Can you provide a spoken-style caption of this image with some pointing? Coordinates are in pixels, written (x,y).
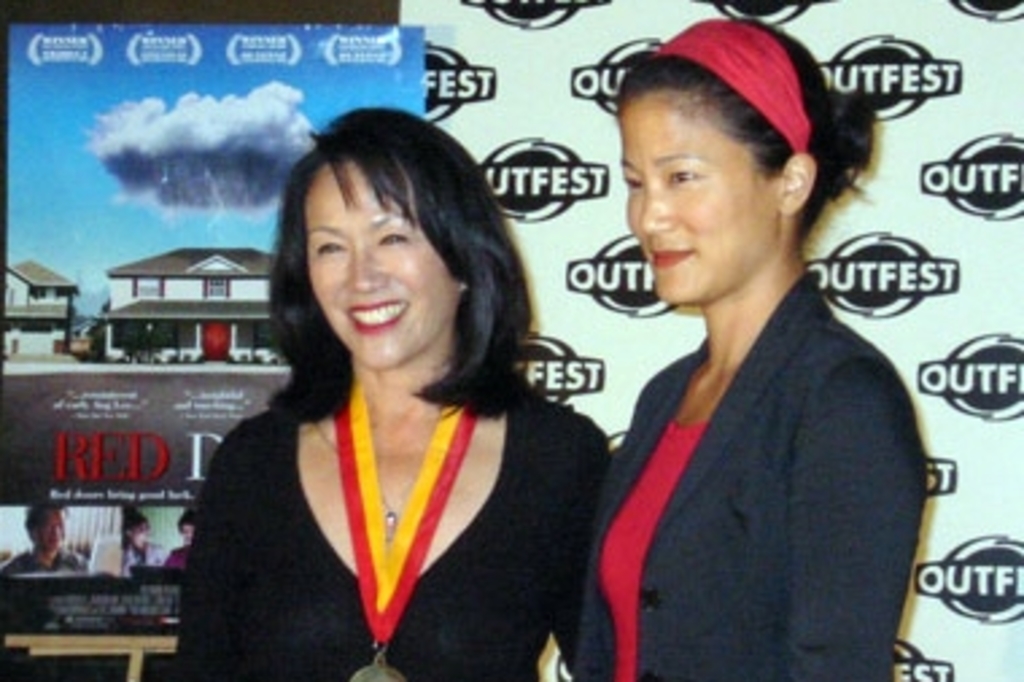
In this image in the front (513,461) there are women (543,481) standing and smiling. In the background (482,165) there are banners (535,78) with some text (356,63) and images (165,288) on it.
